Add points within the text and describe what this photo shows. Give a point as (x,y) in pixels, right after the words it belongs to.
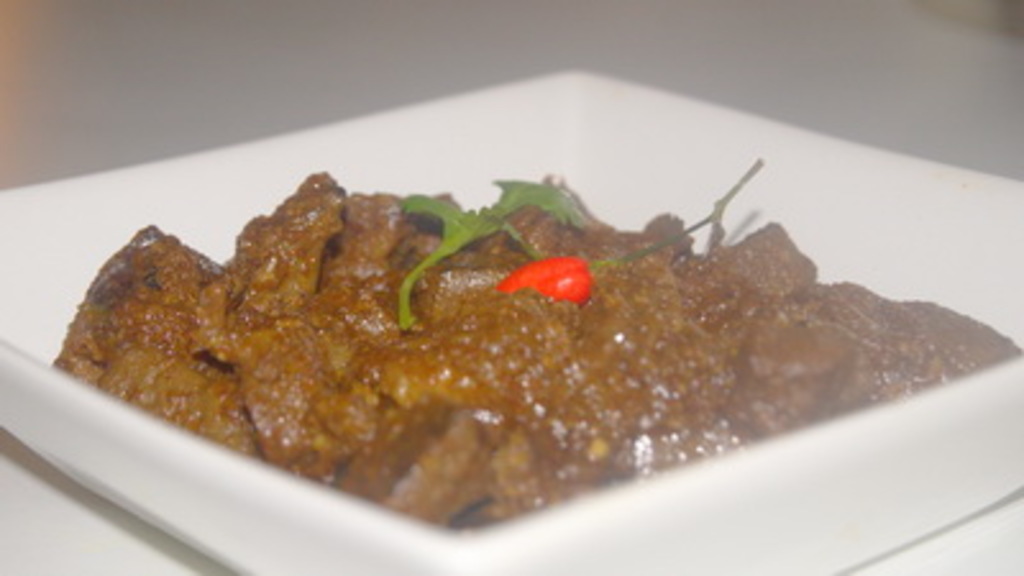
This image is taken indoors. At the bottom of the image (95,539) there is a table (48,554) with a plate (964,502) on it and on the plate (324,144) there is a food item (512,326).
